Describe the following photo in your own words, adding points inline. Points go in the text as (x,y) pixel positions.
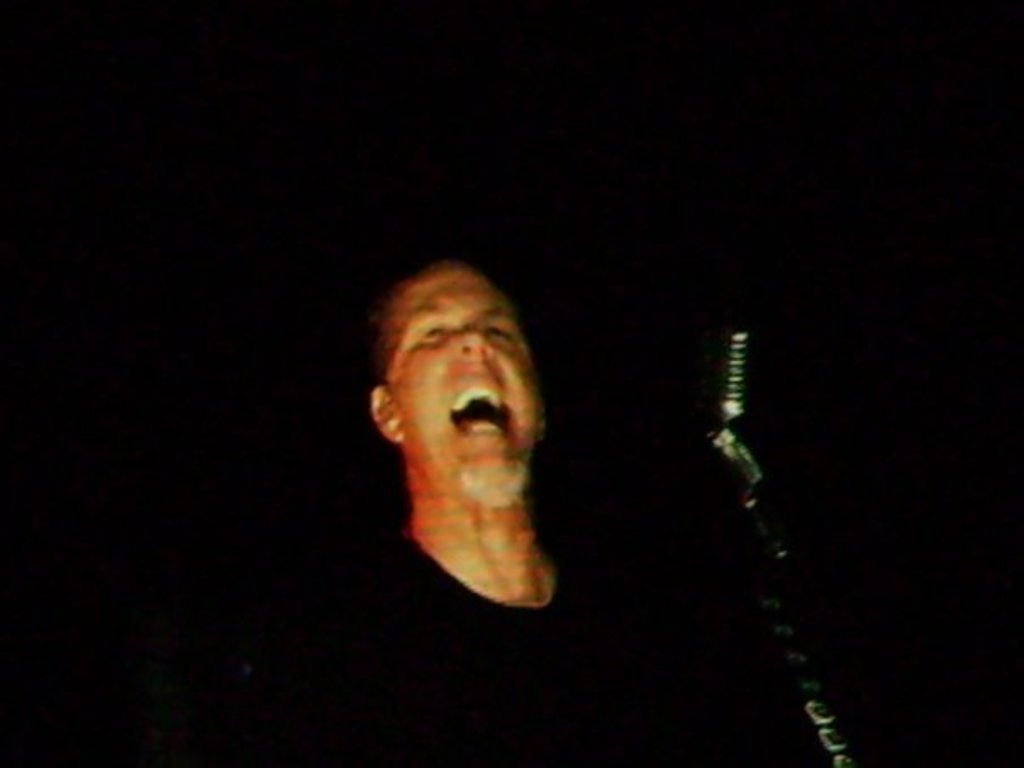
In this image in the center (464,328) there is one person (441,418) who is shouting and in front of him there is a mike (818,682) and there is a black background (855,184).
